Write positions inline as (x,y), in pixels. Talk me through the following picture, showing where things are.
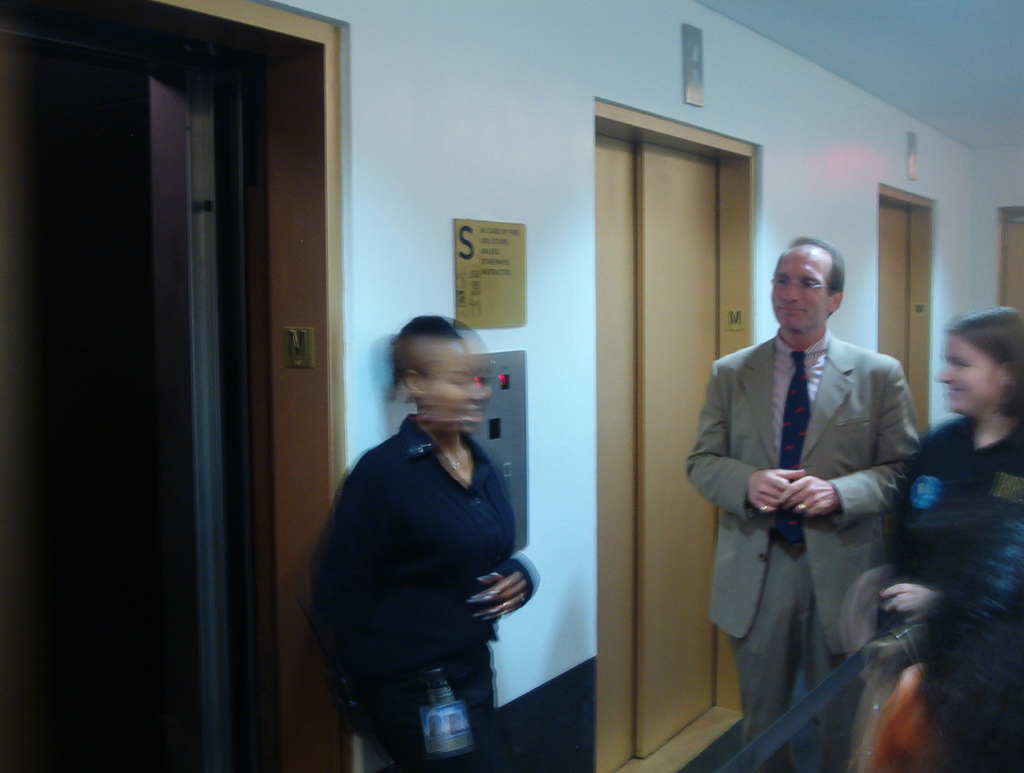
It seems like this image is taken in a lobby (397,158) where we can see people (745,548) standing, wall (433,26), elevators (904,269) and few boards (512,261).
